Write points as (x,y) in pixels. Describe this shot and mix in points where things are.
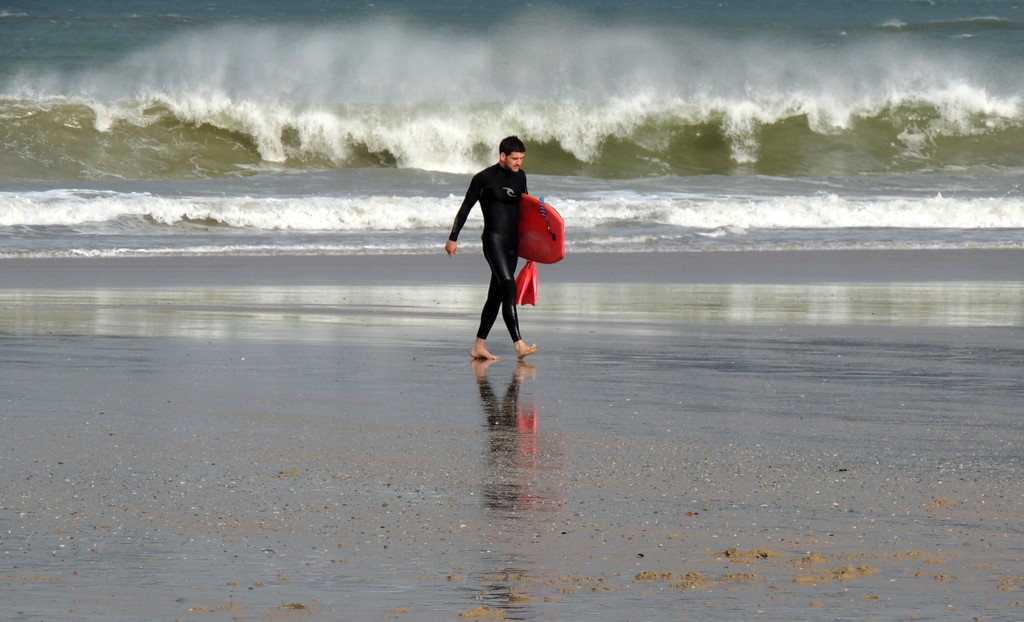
In the image there is a man (497,196) holding a surf board (520,223), in background (182,123) there is a ocean (299,147) and we can also see waves (389,204) of water (207,250).
